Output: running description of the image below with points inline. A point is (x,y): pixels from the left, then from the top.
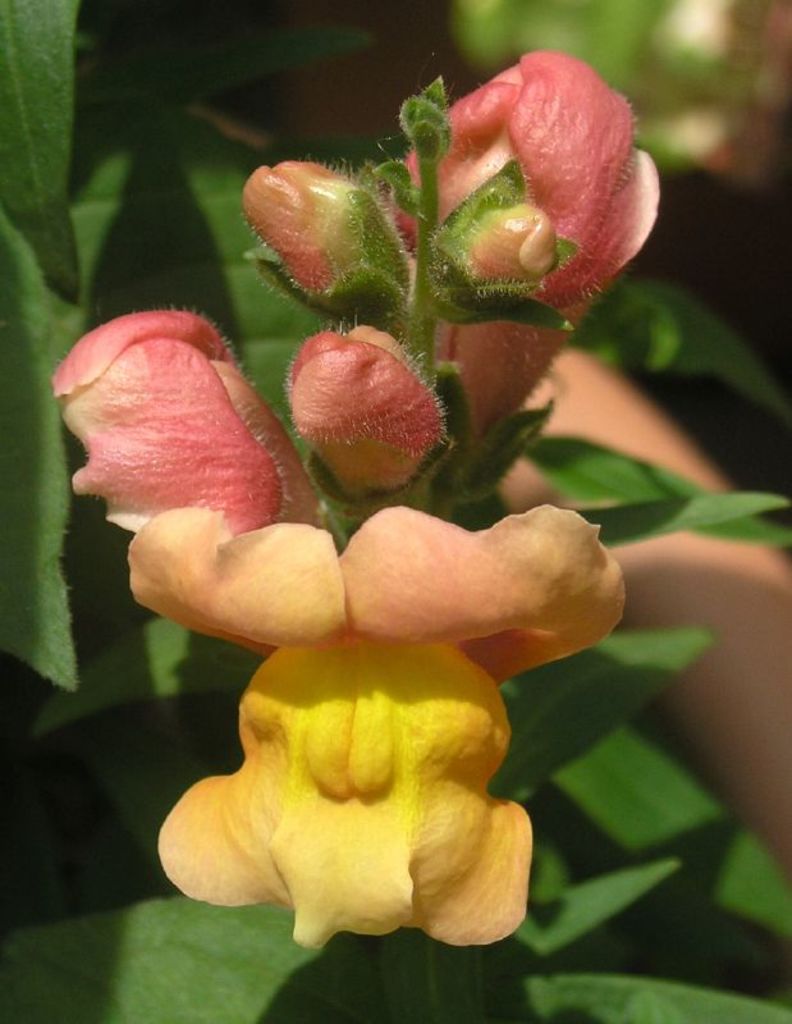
In the center of the image (354,618) we can see flowers (357,235). At the bottom (572,754) there are plants (201,171).
